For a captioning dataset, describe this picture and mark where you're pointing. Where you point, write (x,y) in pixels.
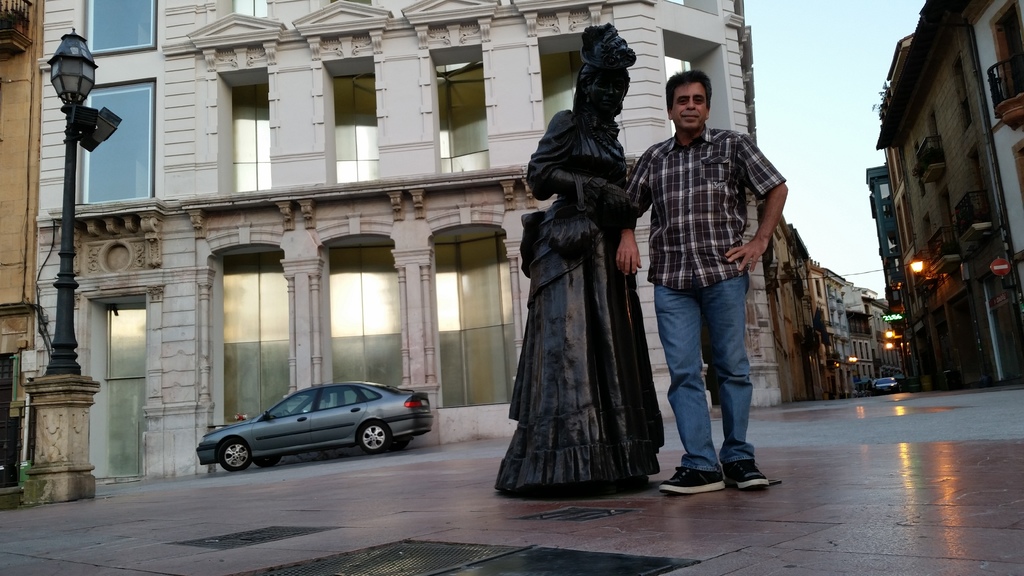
In this picture I can observe a black color statue (592,292) in the middle of the picture (591,264). Beside the statue (594,92) there is a man (671,155) standing wearing a shirt (671,216). The man (708,199) is smiling. On the left side (307,412) there is a car (254,433) on the road (295,462). I can observe a light (78,81) fixed to the black color pole (63,229) on the left side (67,206). In the background (390,83) there are buildings (752,202) and a sky (820,142).
